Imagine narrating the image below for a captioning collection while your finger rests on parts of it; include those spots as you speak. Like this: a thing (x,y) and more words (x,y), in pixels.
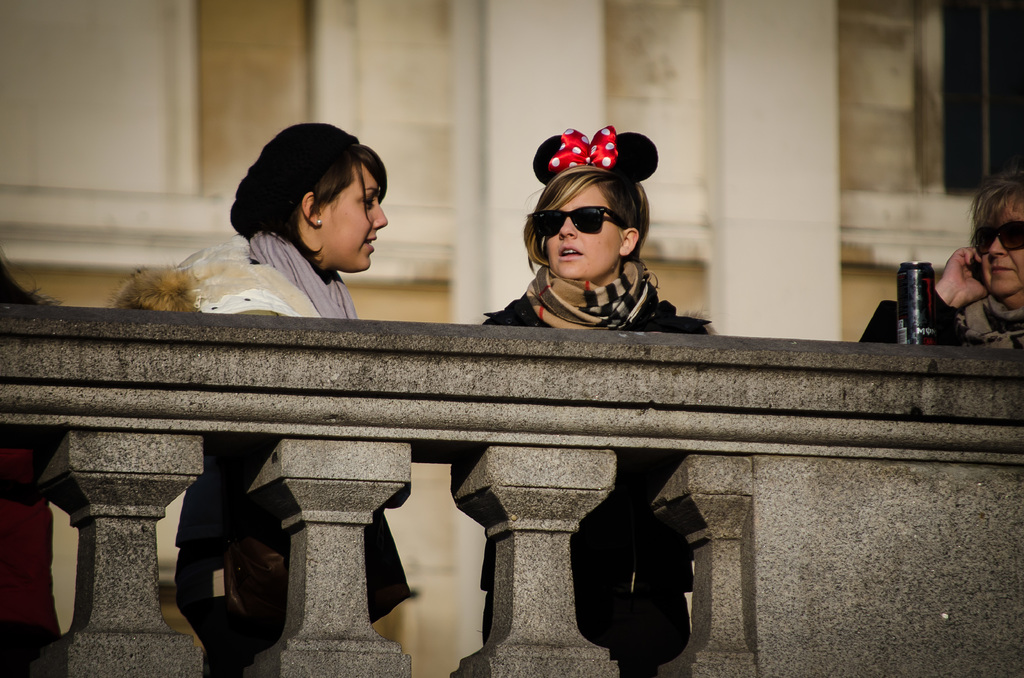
In this image we can see few people (3,279) standing near the wall (493,480) and there is a tin (918,323) on the wall (871,415), in the background (444,137) it looks like a building (675,107).
